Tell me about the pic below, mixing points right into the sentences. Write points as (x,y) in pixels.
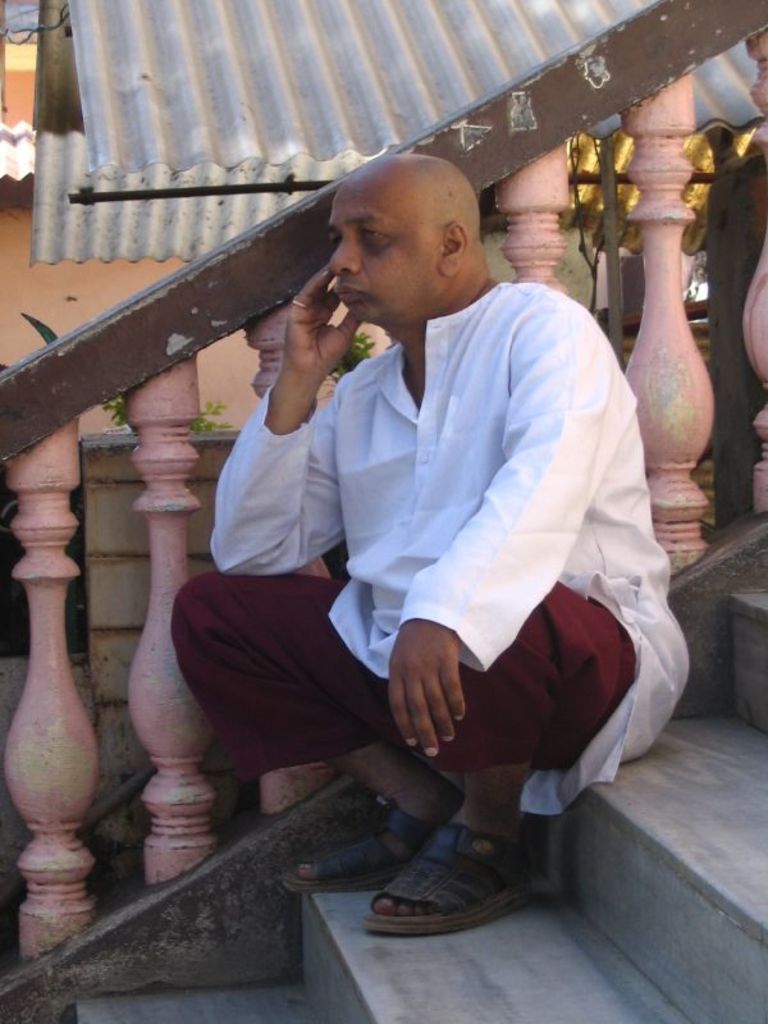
In the picture we can see a person (623,427) sitting on the steps (710,898) and he is in white color dress (613,419) and beside him we can see railing (106,926) and behind it we can see some plants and shed (304,177) and some house (2,317).
